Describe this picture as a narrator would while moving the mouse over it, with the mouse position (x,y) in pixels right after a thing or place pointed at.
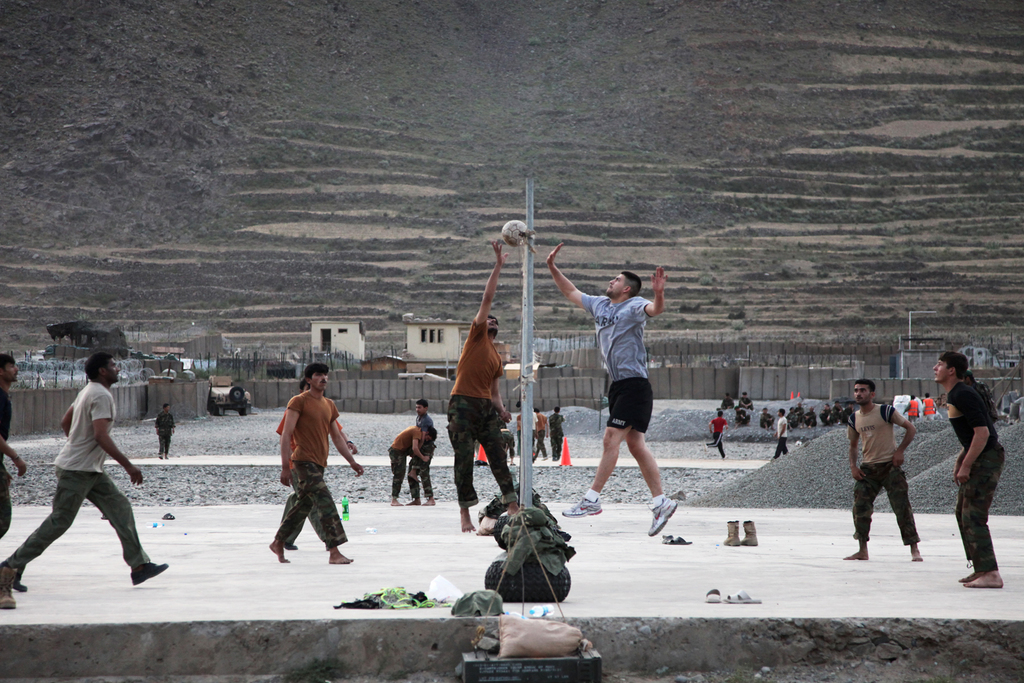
In the image few people (98,439) are standing and walking and jumping. Behind them there are some poles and fencing (377,382) and houses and bottles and shoe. At the top of the image (898,123) there is a hill (184,241).
